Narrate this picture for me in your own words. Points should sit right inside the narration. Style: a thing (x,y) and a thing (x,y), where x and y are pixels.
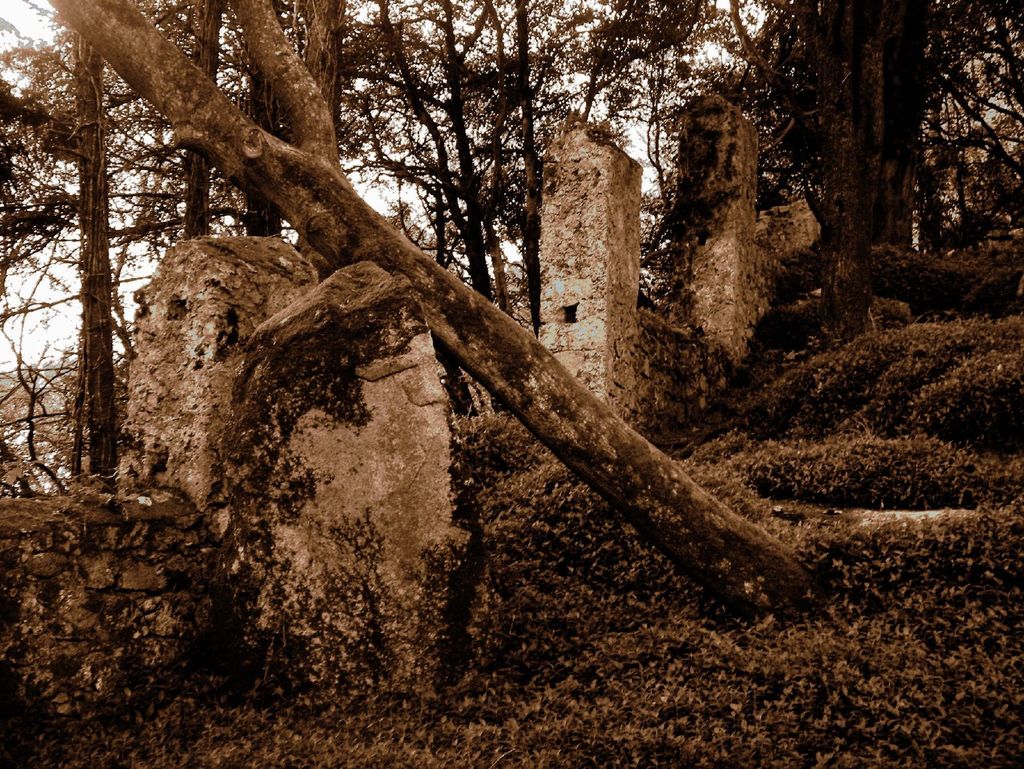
In this picture I can see few stones (327,376) and number of trees (418,148) and I see the white color background (129,188).
